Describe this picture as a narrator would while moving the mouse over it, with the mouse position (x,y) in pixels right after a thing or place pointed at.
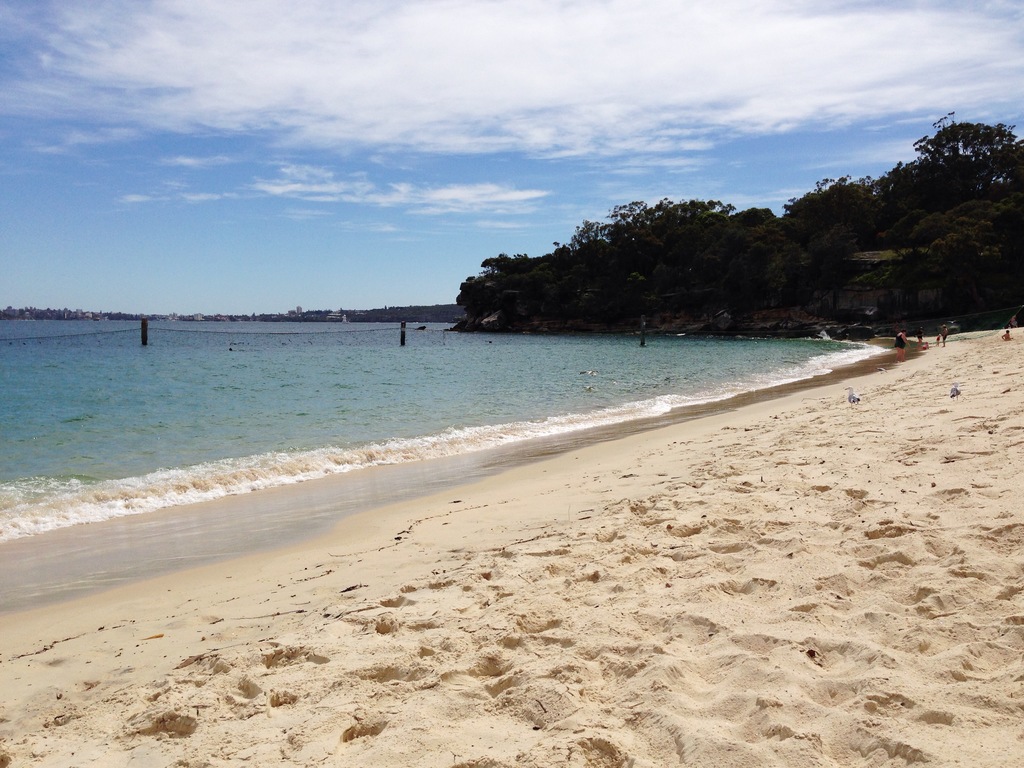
In the picture I can see sand (600,697), water (56,503), trees (637,313) and the blue color sky (292,263) with clouds (675,111) in the background (412,235).
